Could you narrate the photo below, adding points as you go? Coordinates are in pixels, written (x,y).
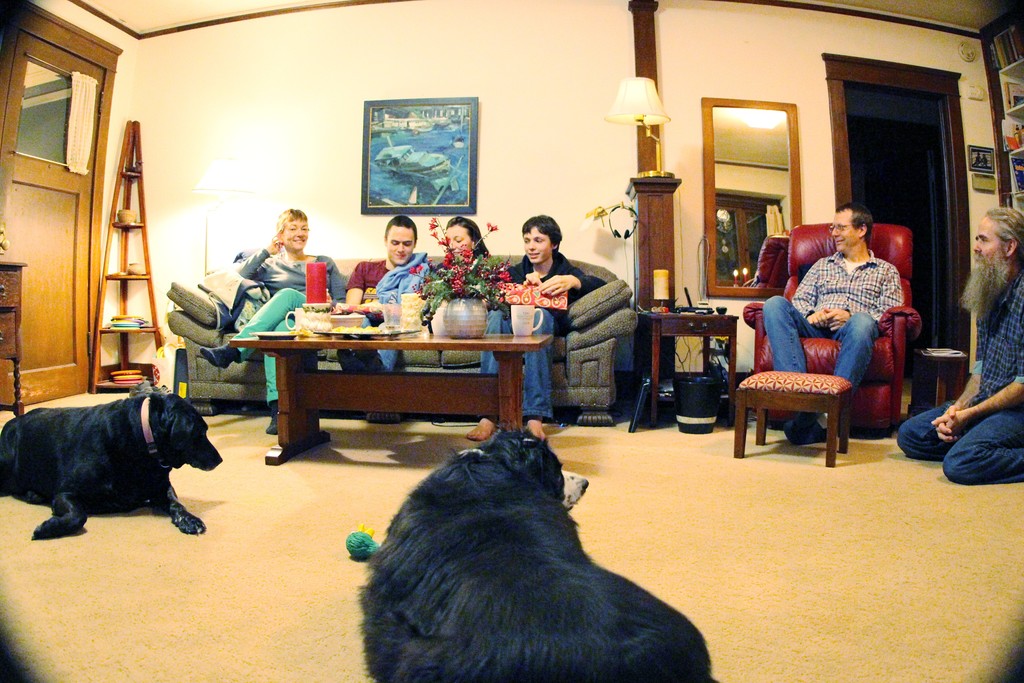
In this picture we can see two dogs (608,600) and couple of people (857,316), few persons (264,277) are seated on the sofa (599,382) and one person (999,330) is seated on the floor (896,496), in the background (624,109) we can see a light (628,93) and a wall painting (410,156).
